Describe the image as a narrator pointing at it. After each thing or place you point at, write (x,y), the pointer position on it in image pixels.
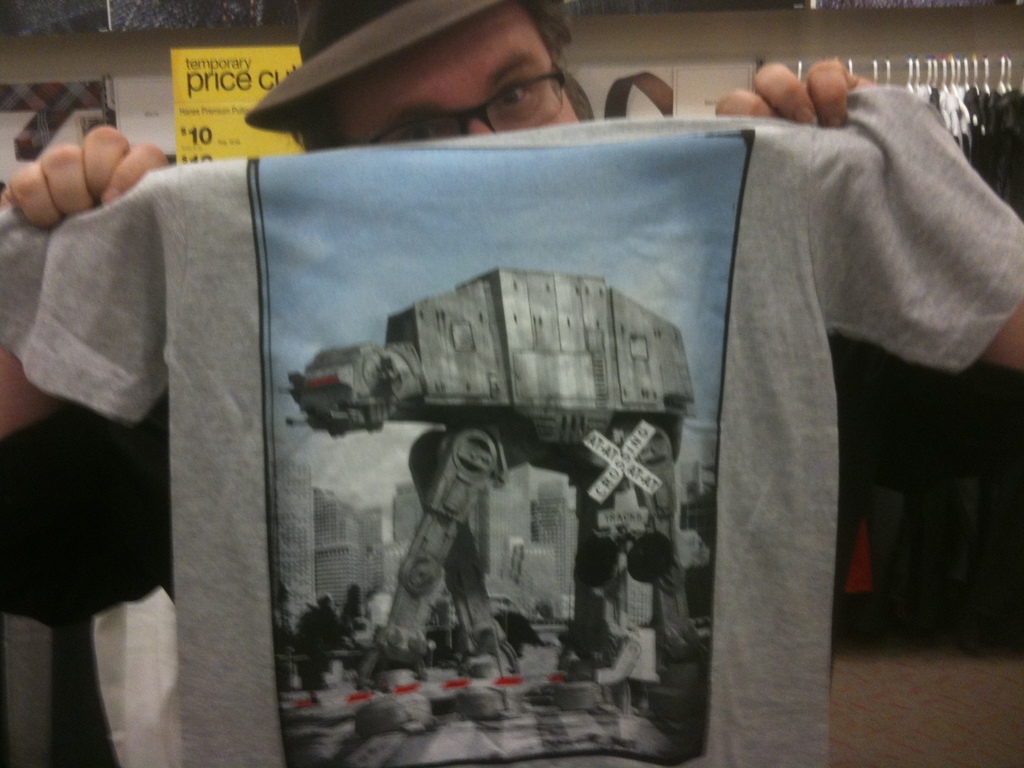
This image consists of a man (387,116) holding a T-shirt (597,328). In the background (1010,107), there are many clothes (982,122) hanged. And we can see a price board (199,83) in yellow color.
